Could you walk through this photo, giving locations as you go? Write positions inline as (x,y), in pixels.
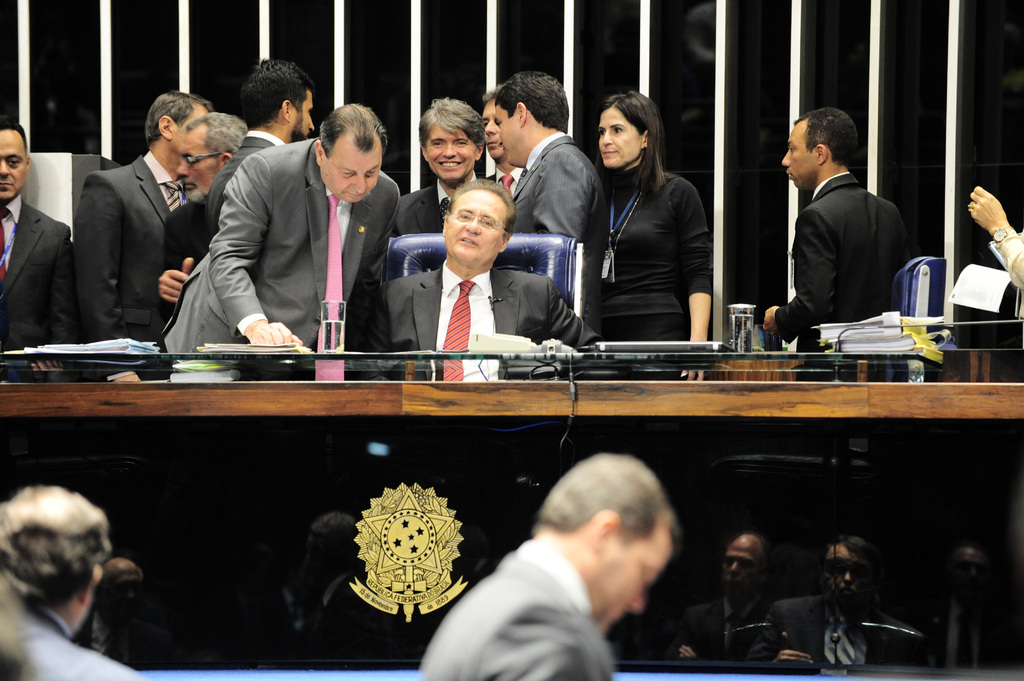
This image is taken indoors. At the bottom of the image (570,604) there are a few people (616,596). In the middle of the image (529,384) there is a table (501,414) with a few things (337,311) on it and a man (444,315) is sitting on the chair (519,256). In the background (412,87) there is a wall (957,187) and a few people (319,258) are standing on the floor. They have worn suits (257,215), ties (180,192) and shirts (1012,245).
